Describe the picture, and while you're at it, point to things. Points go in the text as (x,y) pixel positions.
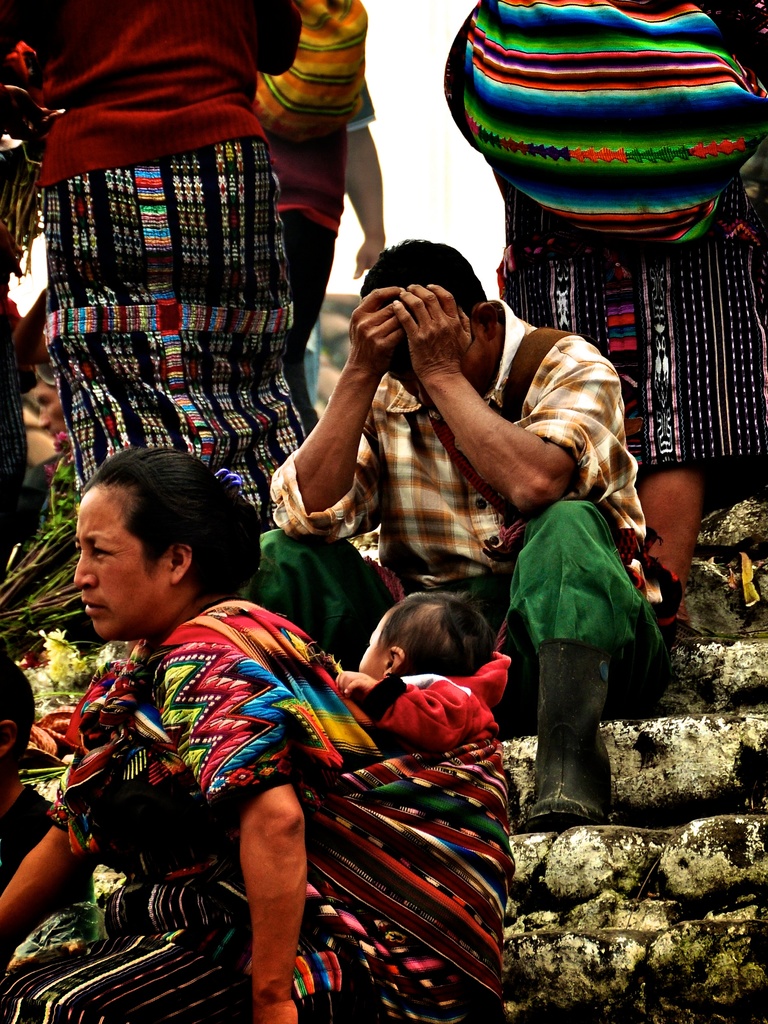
In this picture I can see group of people (333,615) sitting on the stairs (748,917), there is a woman (286,952) carrying a baby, there are three persons (40,7) standing, and in the background (413,152) there is sky (409,60).
